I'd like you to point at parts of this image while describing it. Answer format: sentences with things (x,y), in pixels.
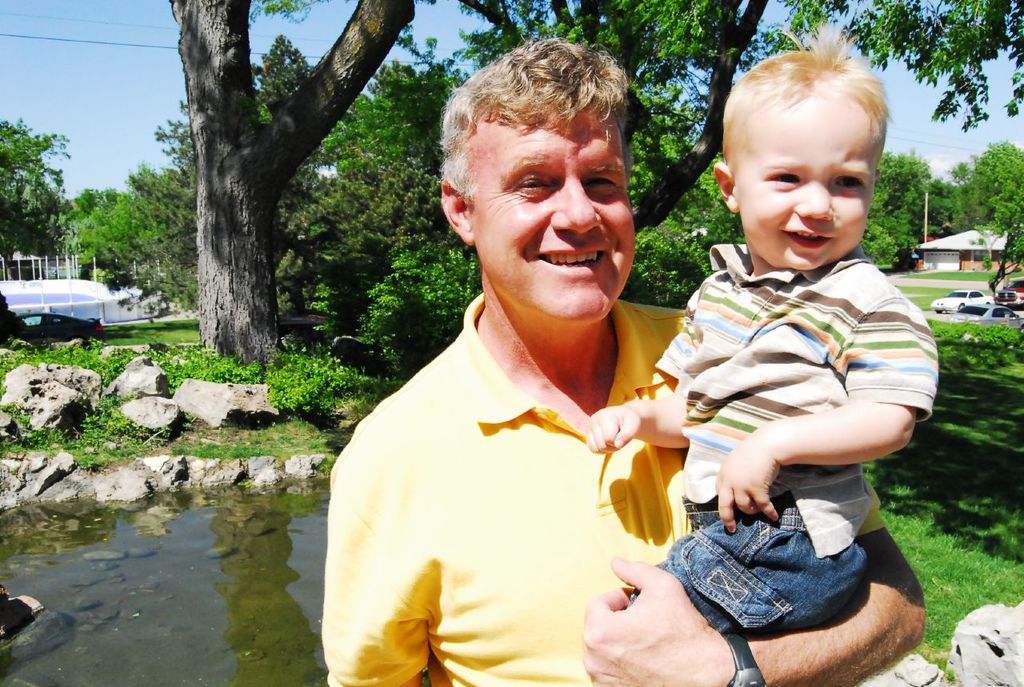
There is one man (563,421) holding a kid (686,446) as we can see at the bottom of this image (741,558). There is a water (176,604) in the bottom left corner of this image (256,613). We can see trees (335,220), cars (974,291), poles (925,231) and a house (958,266) in the middle of this image (361,245) and the sky (106,106) is in the background (157,60).
